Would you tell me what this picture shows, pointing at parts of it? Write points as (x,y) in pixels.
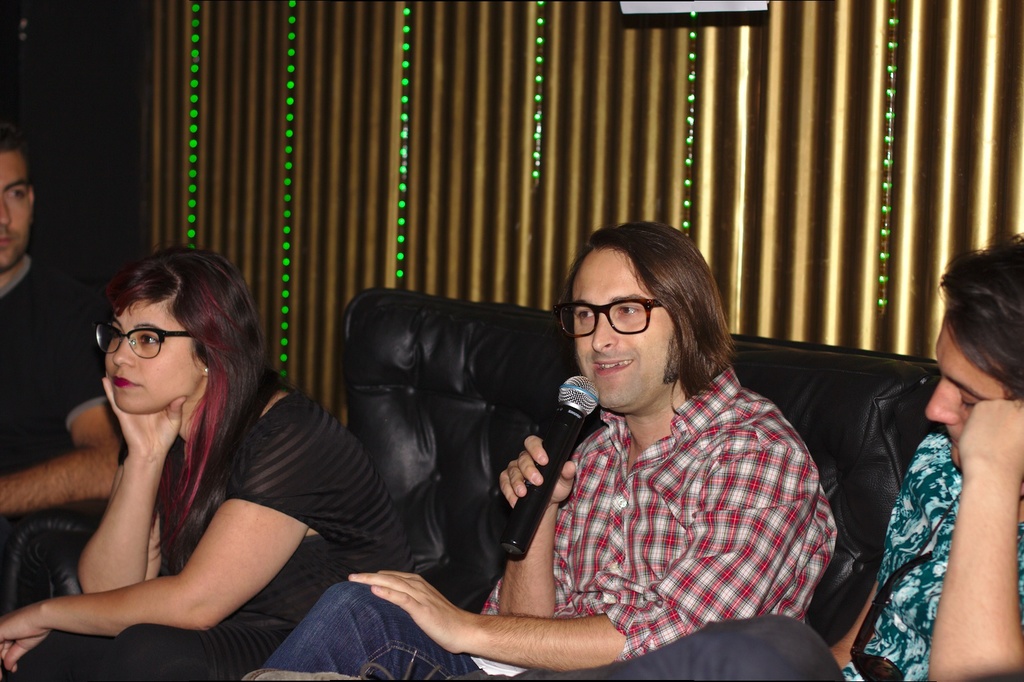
In this image I can see the black colored couch (394,394) and few persons (258,410) sitting on the couch (485,520). I can see a person (665,535) is holding a microphone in his hand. I can see few lights (551,232) which are gold and green in color and the dark background (119,93).
